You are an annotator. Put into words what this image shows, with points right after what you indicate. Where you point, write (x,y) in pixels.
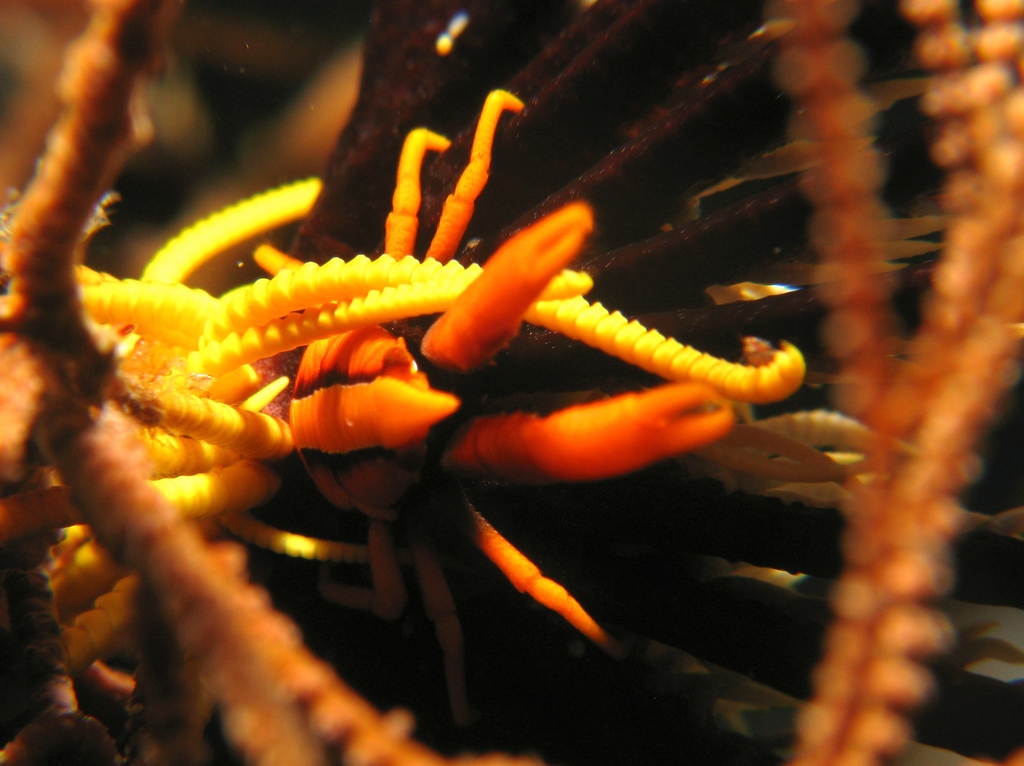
In this image, we can see an organism (171,407).
